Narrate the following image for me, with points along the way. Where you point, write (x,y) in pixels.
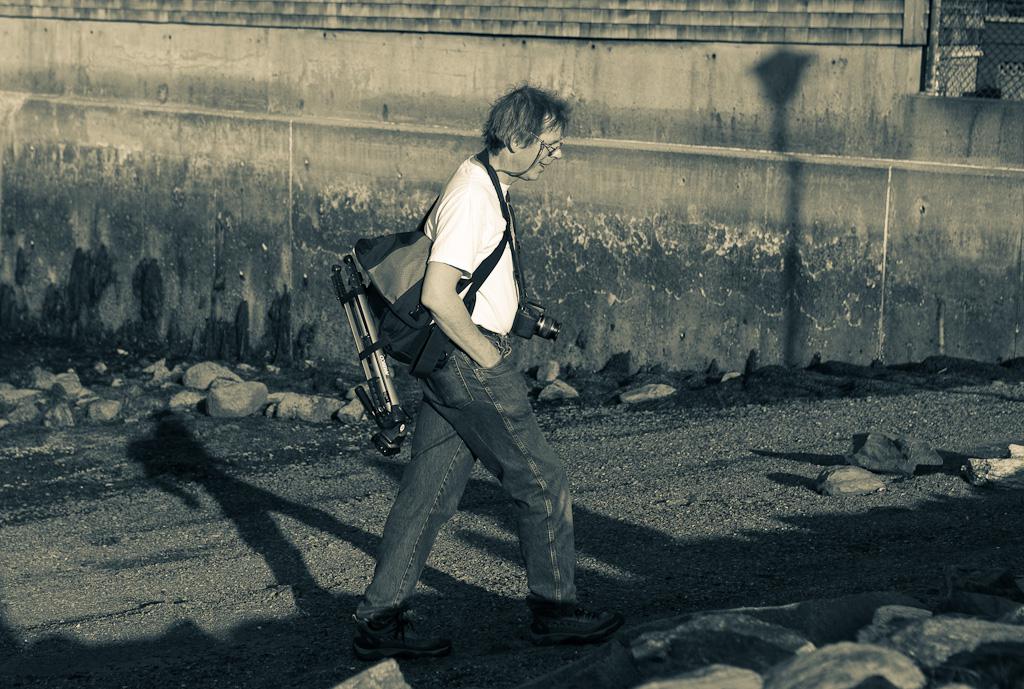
In this black and white image there is a person (517,389) walking on the path (590,493) and he is holding a bag (417,303) and a camera (546,323). On the either sides of the path (336,465) there are rocks (850,637). In the background (863,83) there is a building (630,58).
